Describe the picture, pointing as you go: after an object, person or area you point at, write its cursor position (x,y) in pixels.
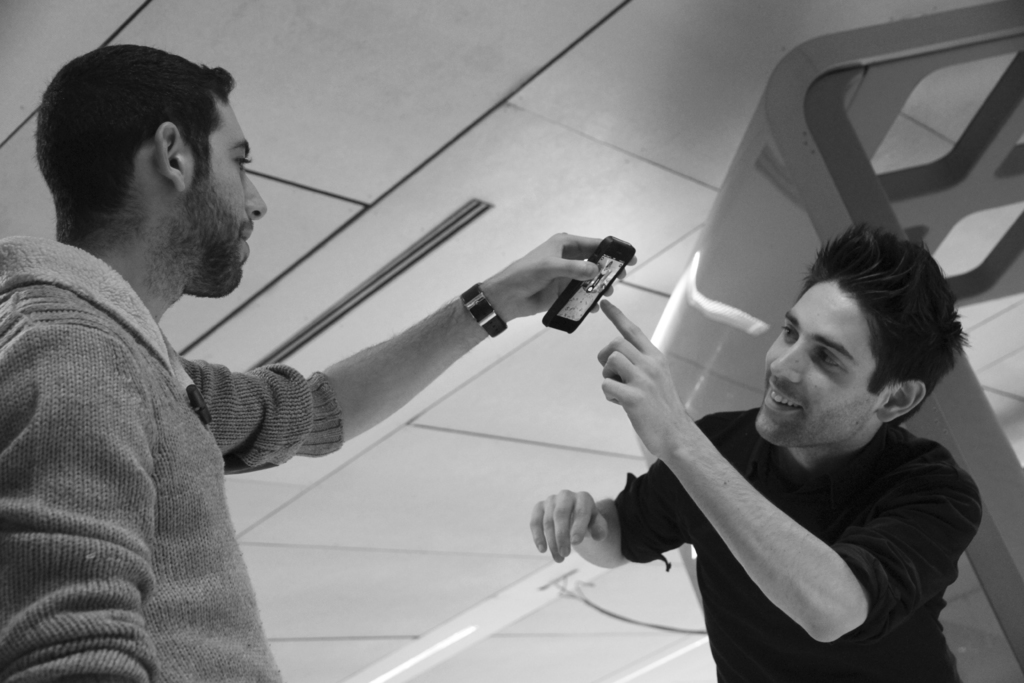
In this image we can see a black and white picture of two persons (588,503). One person (128,415) is holding a mobile (594,291) in his hand (536,307). One person (857,359) is wearing a black dress (723,624). In the background (737,250), we can see a metal frame (874,172) and some lights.
